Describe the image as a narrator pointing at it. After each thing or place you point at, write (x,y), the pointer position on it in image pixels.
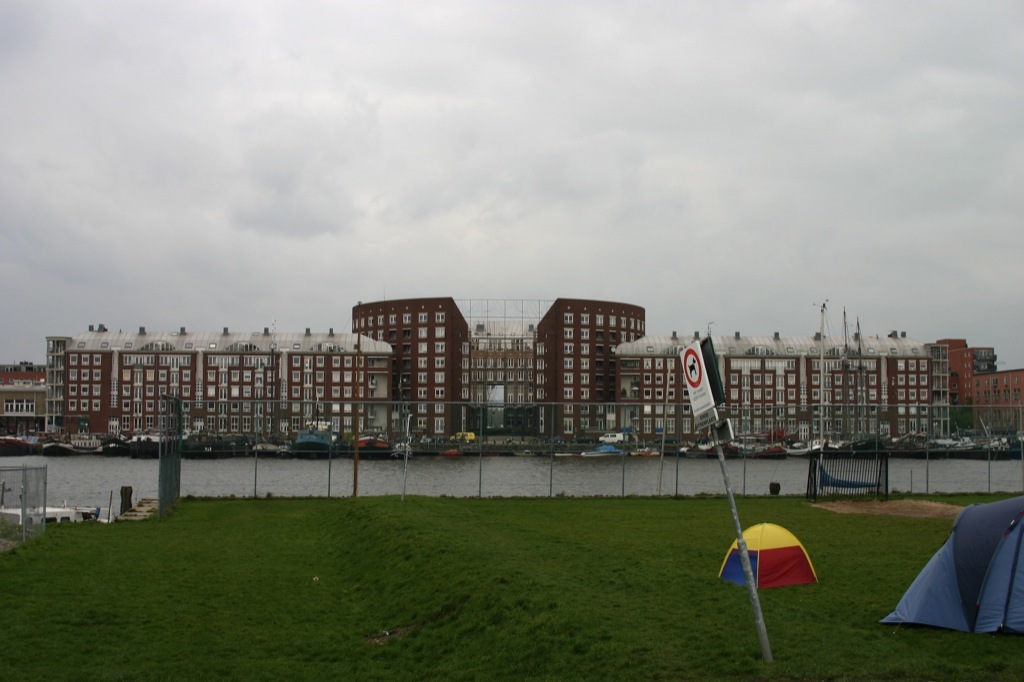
There is grassland (424,563) at the bottom side of the image (759,578), on which there are two small tents (988,585) and there are buildings (529,361), poles (823,335), and vehicles (306,429) in the background area of the image (787,385) and there is a boundary (680,440) in the center of the image (646,440) and there is sky (475,132) at the top side of the image (650,149).
